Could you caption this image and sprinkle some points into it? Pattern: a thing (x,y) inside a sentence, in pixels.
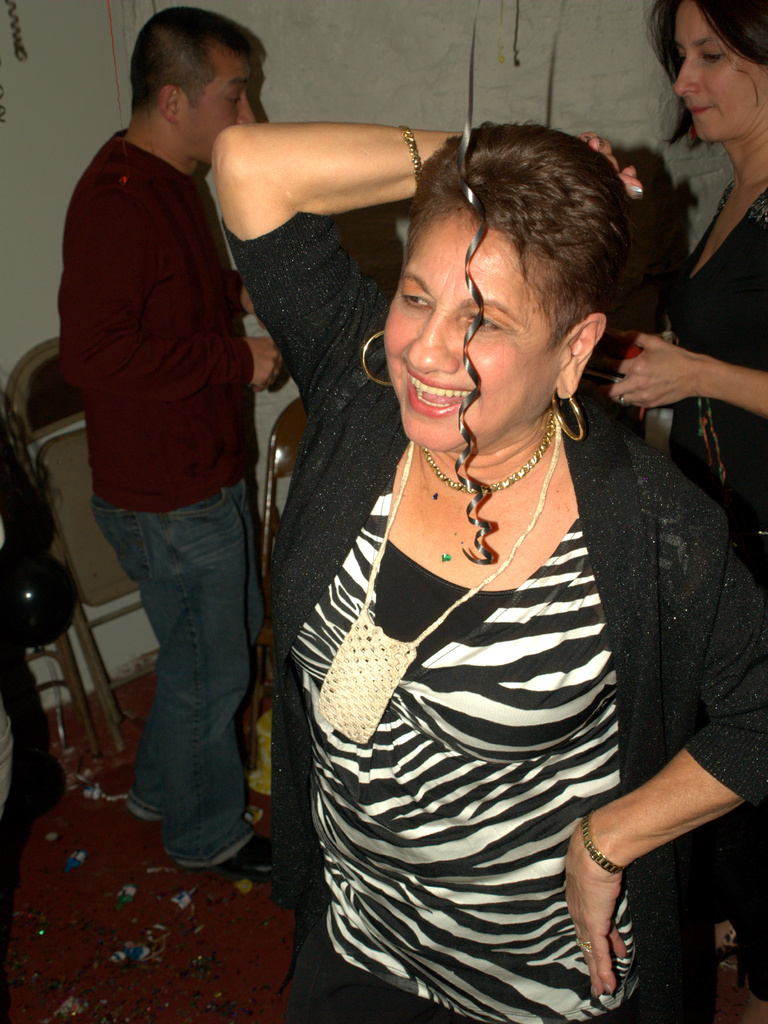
In this image we can see people (285,730) standing on the floor (270,906). In the background (675,185) we can see walls (87,145), chairs (93,587), confetti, balloon (22,607) and carpet (211,882).
